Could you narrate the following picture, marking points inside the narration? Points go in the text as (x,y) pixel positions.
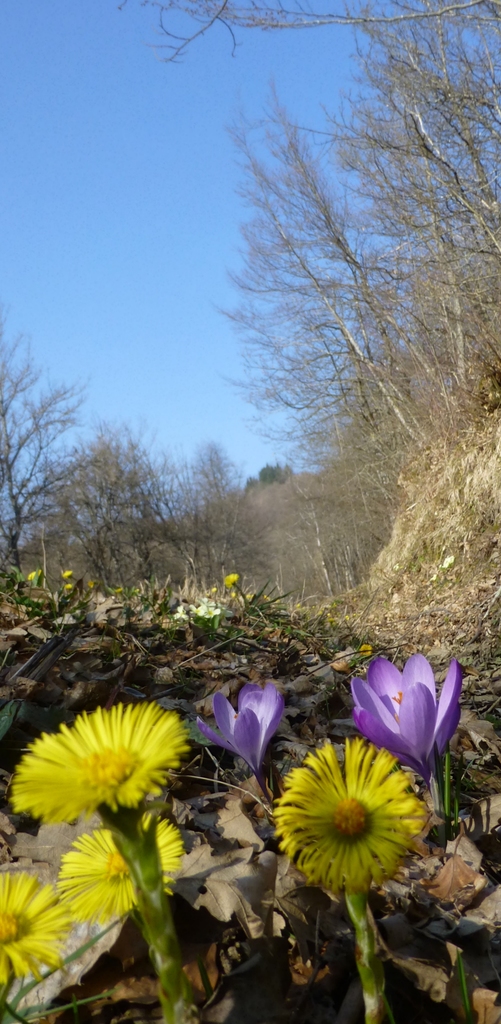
In this image we can see flowers (146,819), dried leaves (236,863). In the background of the image (286,472) there are trees (373,361) and sky (139,330).
